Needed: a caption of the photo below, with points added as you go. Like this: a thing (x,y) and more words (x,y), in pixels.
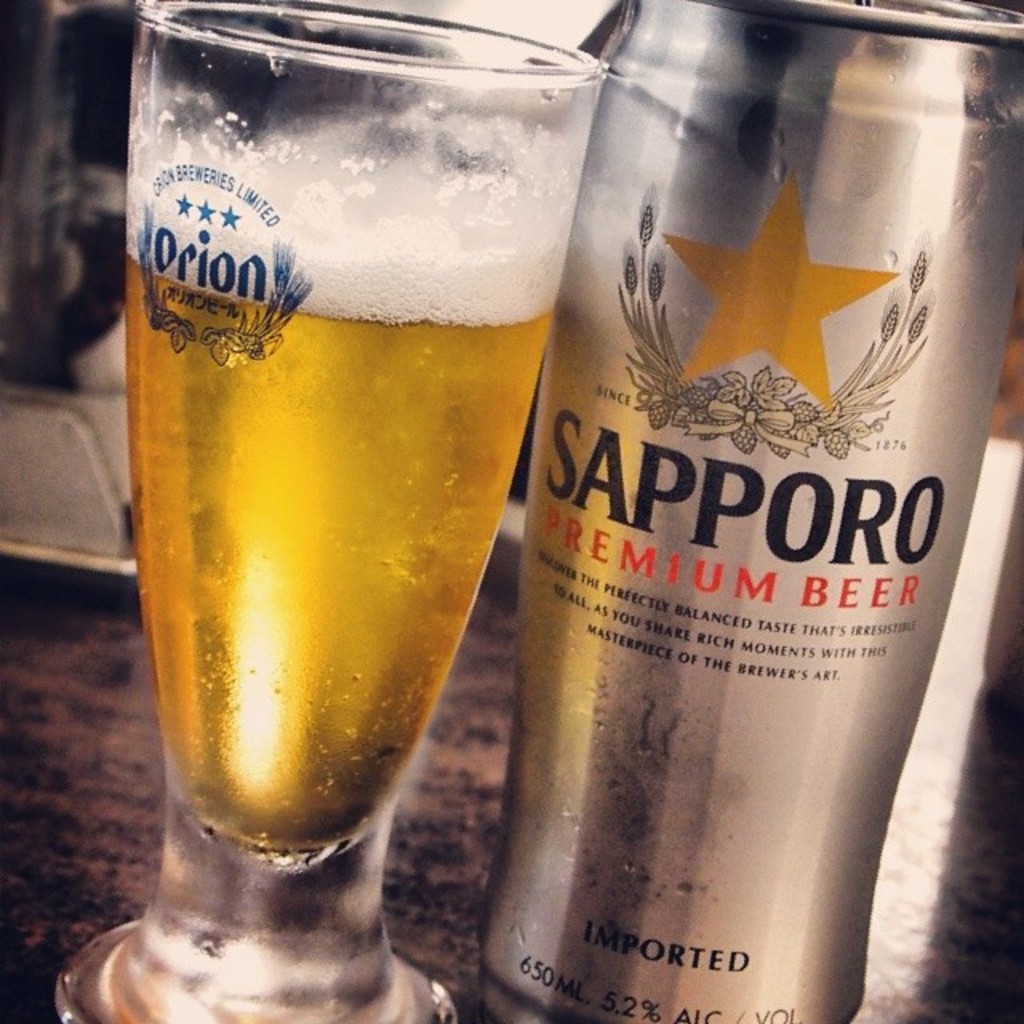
As we can see in the image in the front (466,781) there is a table (456,780). On table (499,712) there is glass (387,507) and can (742,511).
